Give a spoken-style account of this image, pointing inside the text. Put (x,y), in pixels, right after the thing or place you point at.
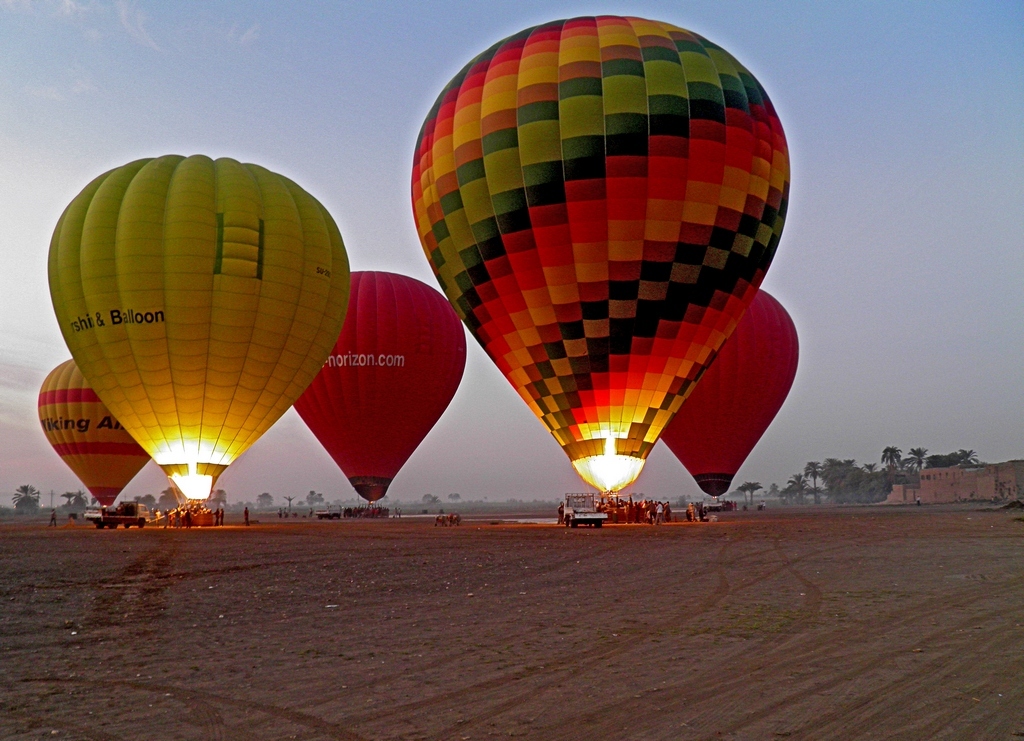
In this image we can see some hot air balloons (355,411). We can also see some vehicles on the ground (404,601). On the backside (869,466) we can see some buildings (966,476), a group of trees (912,472) and the sky (929,440) which looks cloudy.
